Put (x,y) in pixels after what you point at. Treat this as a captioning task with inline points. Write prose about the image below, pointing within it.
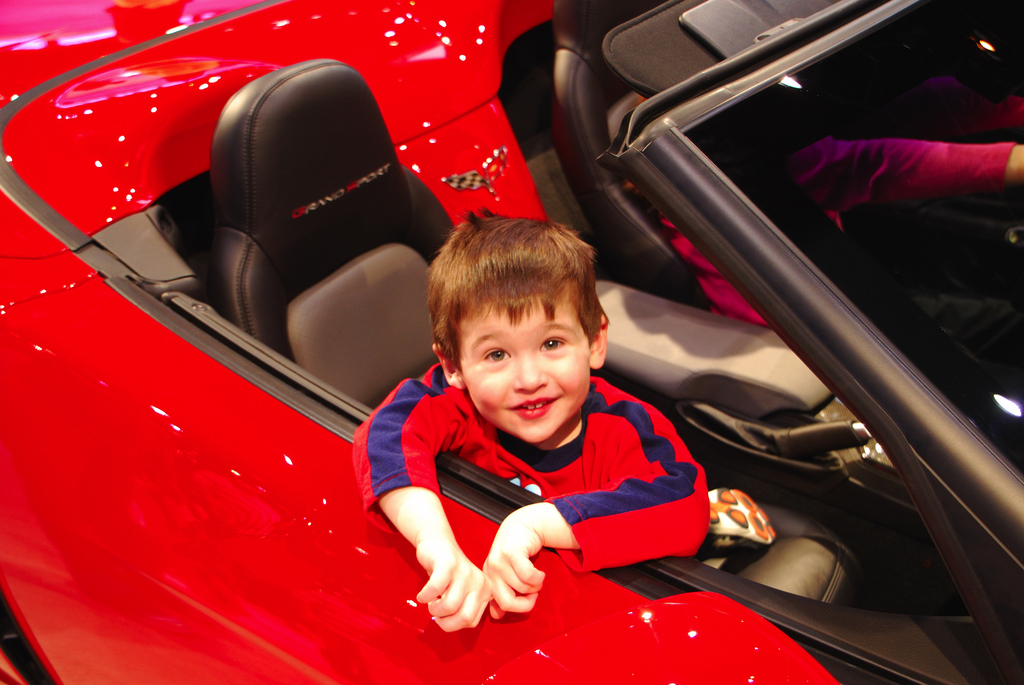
In this picture we can see a boy (550,406) sitting on a seat (372,197) and smiling and he is on a red color car (297,627) and beside to him we can see a person (858,151).
